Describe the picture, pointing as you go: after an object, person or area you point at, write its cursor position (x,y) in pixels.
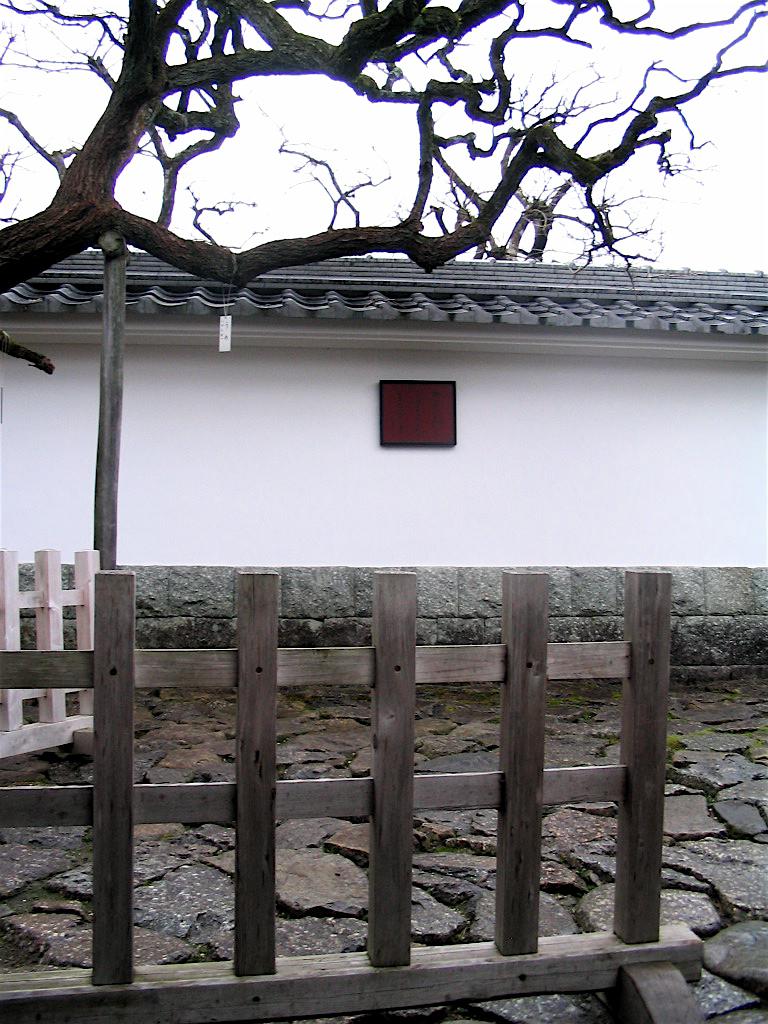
In this image we can see a house (224,544), wooden railings (218,676), and the tree (385,86), also we can see the sky (560,108).
